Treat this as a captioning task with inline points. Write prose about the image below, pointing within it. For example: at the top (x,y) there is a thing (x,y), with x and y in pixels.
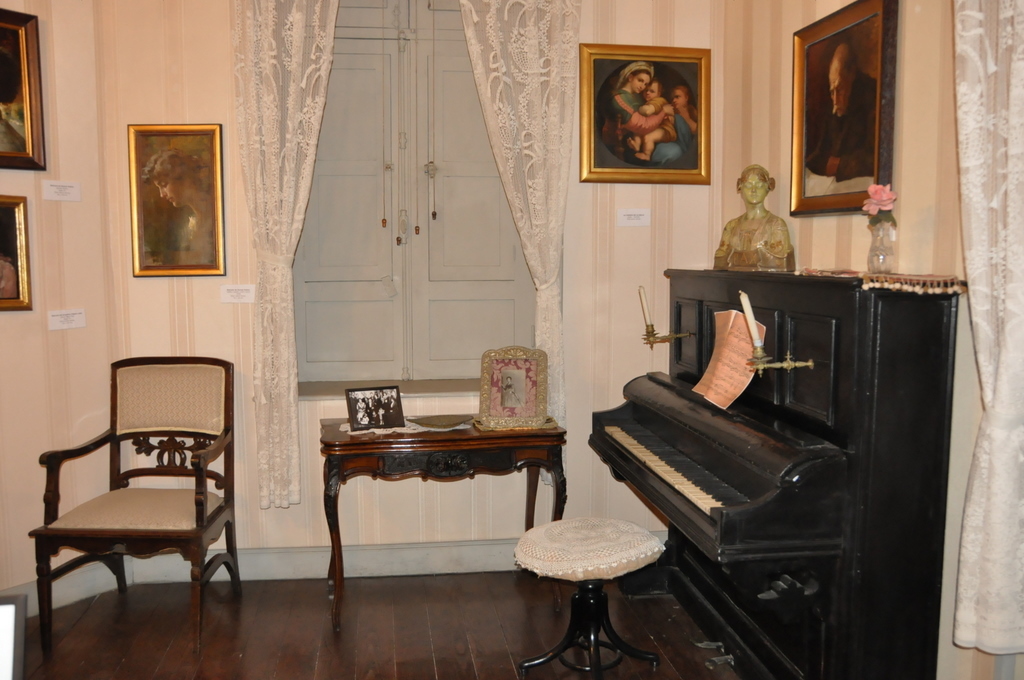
It is a closed room (475,352) where on the right corner of the picture (778,493) there is one piano (741,479) and candles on it, in front of it there is one chair (589,567) and one table (385,438) and at the left corner of the picture (143,510) one chair (134,496) is there behind it there is a wall (144,327) and pictures (141,196) on it and curtains (515,161) on the wall (818,260) and there is one window (412,257) in the middle of the picture (430,271) and at the right corner of the picture (887,176) there are photos (862,134) on the wall (919,160) and one glass (891,263) with flower (870,211) in it and one small statue (775,258) on it.
